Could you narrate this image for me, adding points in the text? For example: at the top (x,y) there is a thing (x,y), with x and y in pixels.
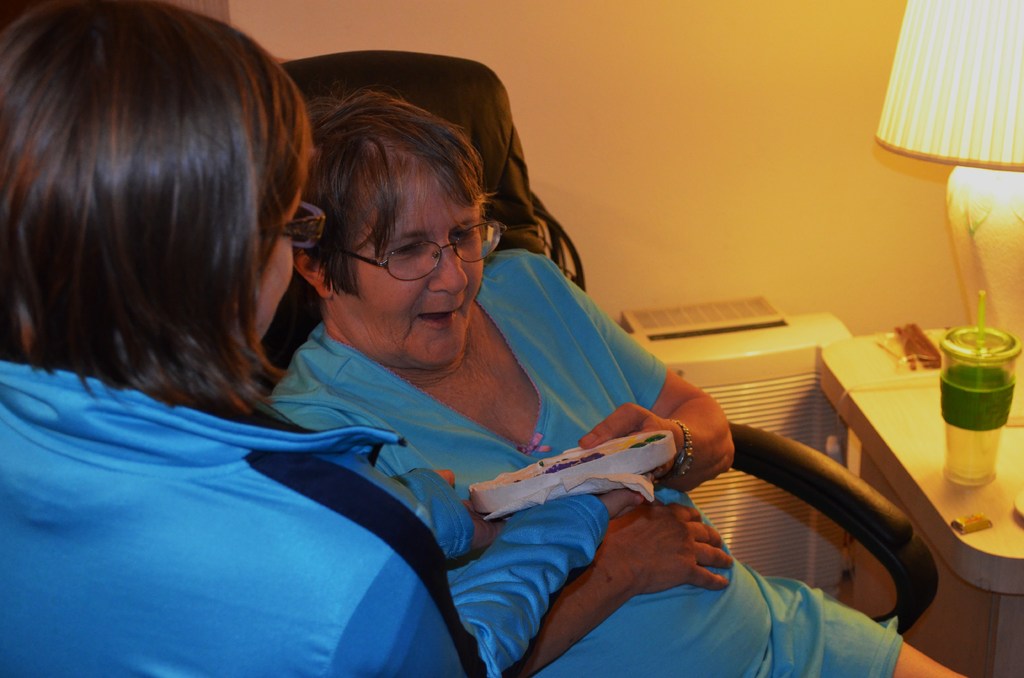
here we can see one old woman (643,380) sitting on a chair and she is holding something in her hand (662,474). She wore spectacles (452,243). She has a short hair (465,165). Beside to her there is a table (915,476) and on the table (911,467) we can see juice glass (961,359) and a table lamp (976,196). Here we can see objects (748,328). At the left side of the picture (198,355) we can see other person (263,569) with short hair (250,338), wearing spectacles (308,223).
